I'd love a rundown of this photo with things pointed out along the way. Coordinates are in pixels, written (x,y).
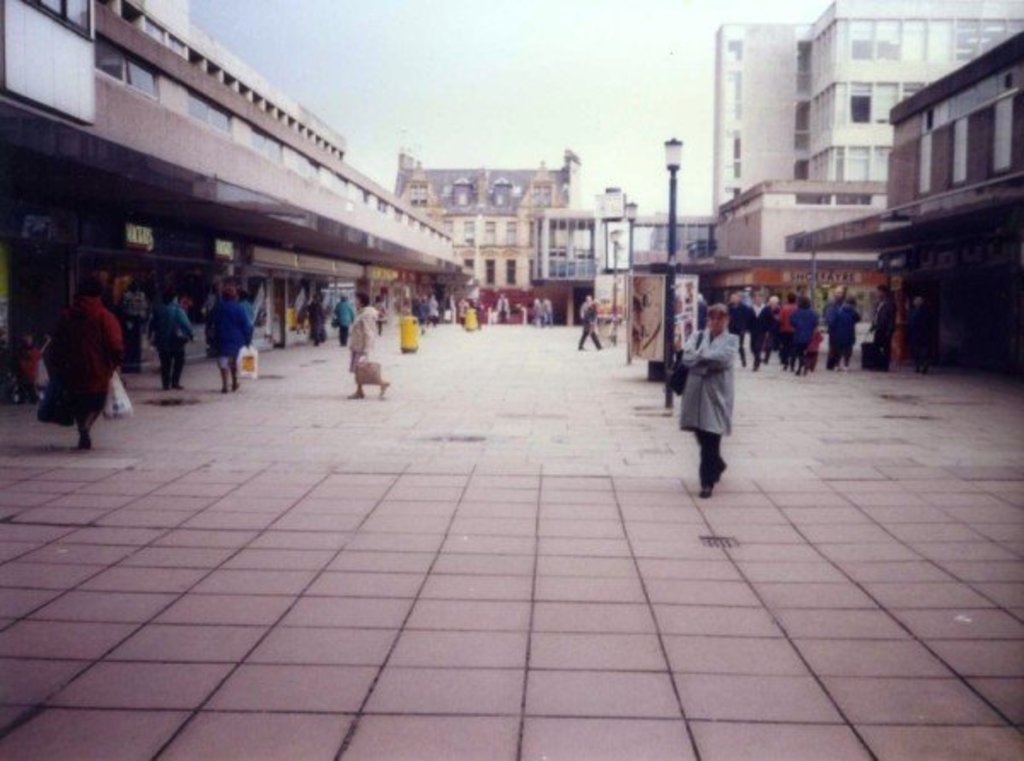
In the foreground of this image (380,368) we can see people (160,325) on the ground (494,445), and there are buildings (509,257) in the middle of this image (419,258). The sky (458,71) is at the top of this image (533,92).
